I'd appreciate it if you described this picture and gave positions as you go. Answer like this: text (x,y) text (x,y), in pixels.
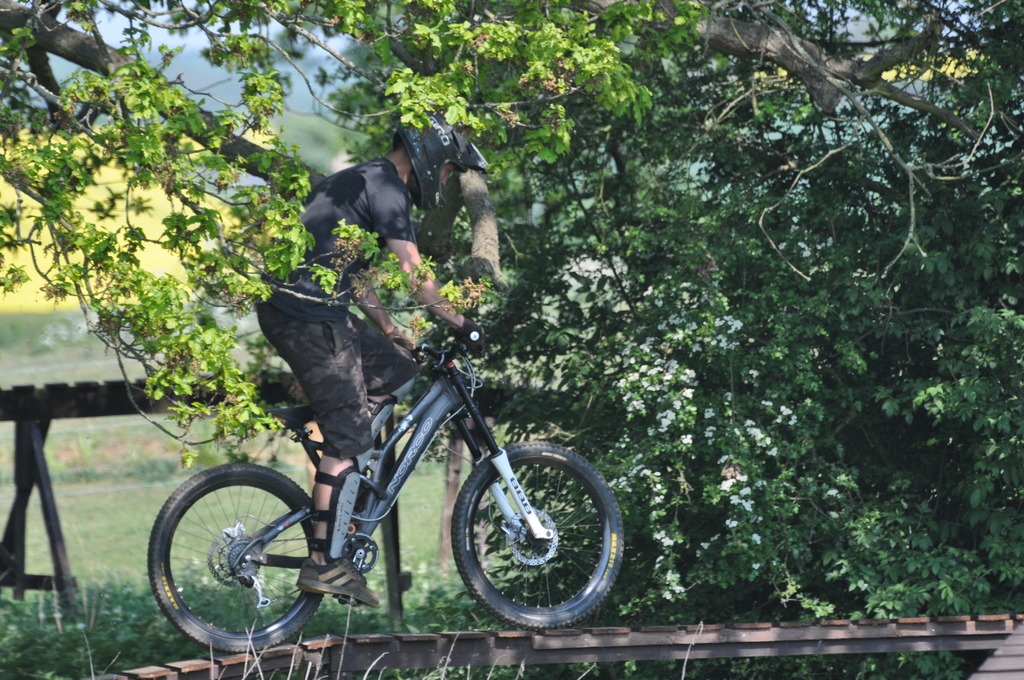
In the picture I can see a man (408,176) riding a bicycle (601,490) on the wooden walkway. He is wearing a black color T-shirt (367,204) and shorts (375,372). In the background (788,562), I can see the trees (367,154).
